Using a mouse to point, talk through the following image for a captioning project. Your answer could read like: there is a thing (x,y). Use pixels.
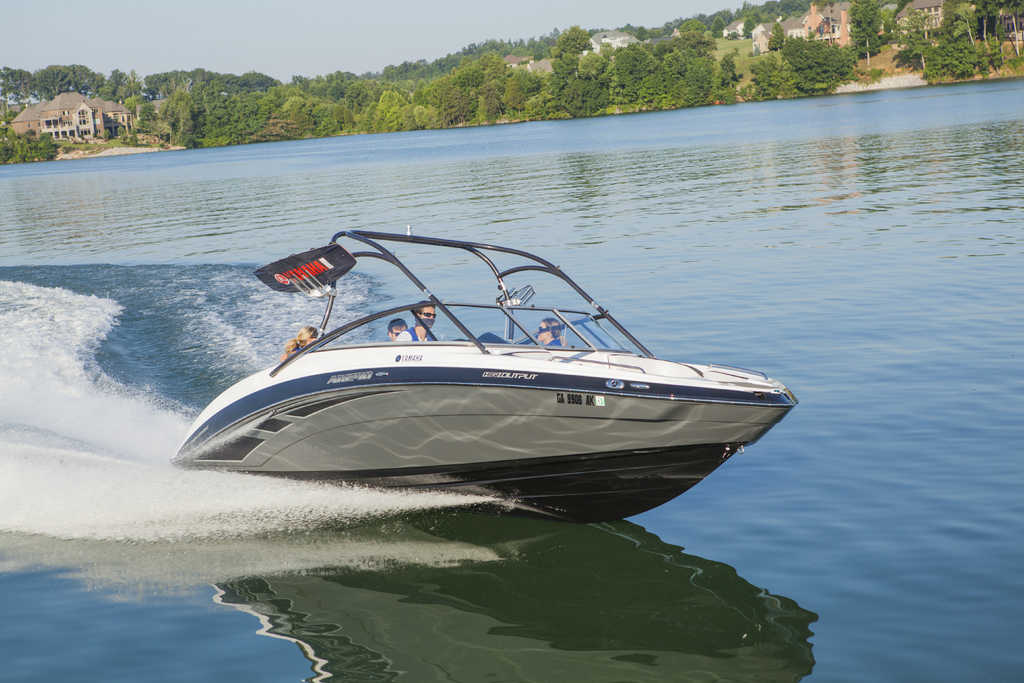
In this picture we can see a few people (401,322) on the boat (271,442). Waves (88,313) are visible in the water (325,505). We can see the reflection (725,676) of a boat (548,417) in the water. There are a few trees (539,89) and houses (812,30) visible in the background (1002,23).
